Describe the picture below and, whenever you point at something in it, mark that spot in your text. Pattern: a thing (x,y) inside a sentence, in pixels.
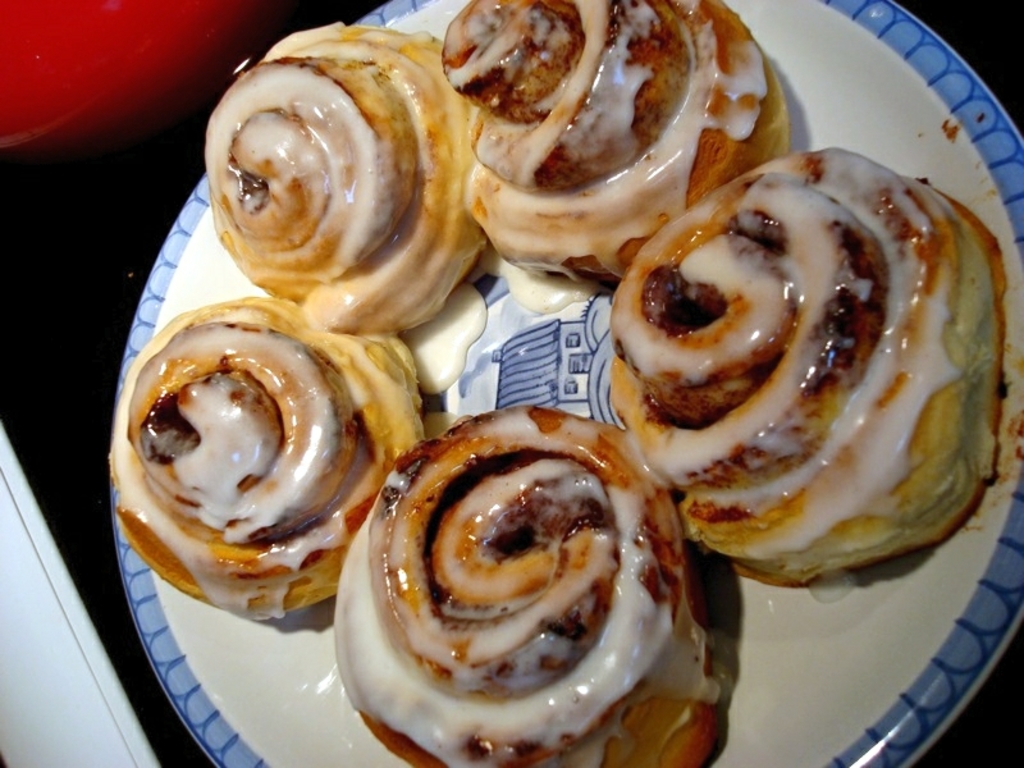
In this picture we can see food (551,274) on a plate (514,336), here we can see some objects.
